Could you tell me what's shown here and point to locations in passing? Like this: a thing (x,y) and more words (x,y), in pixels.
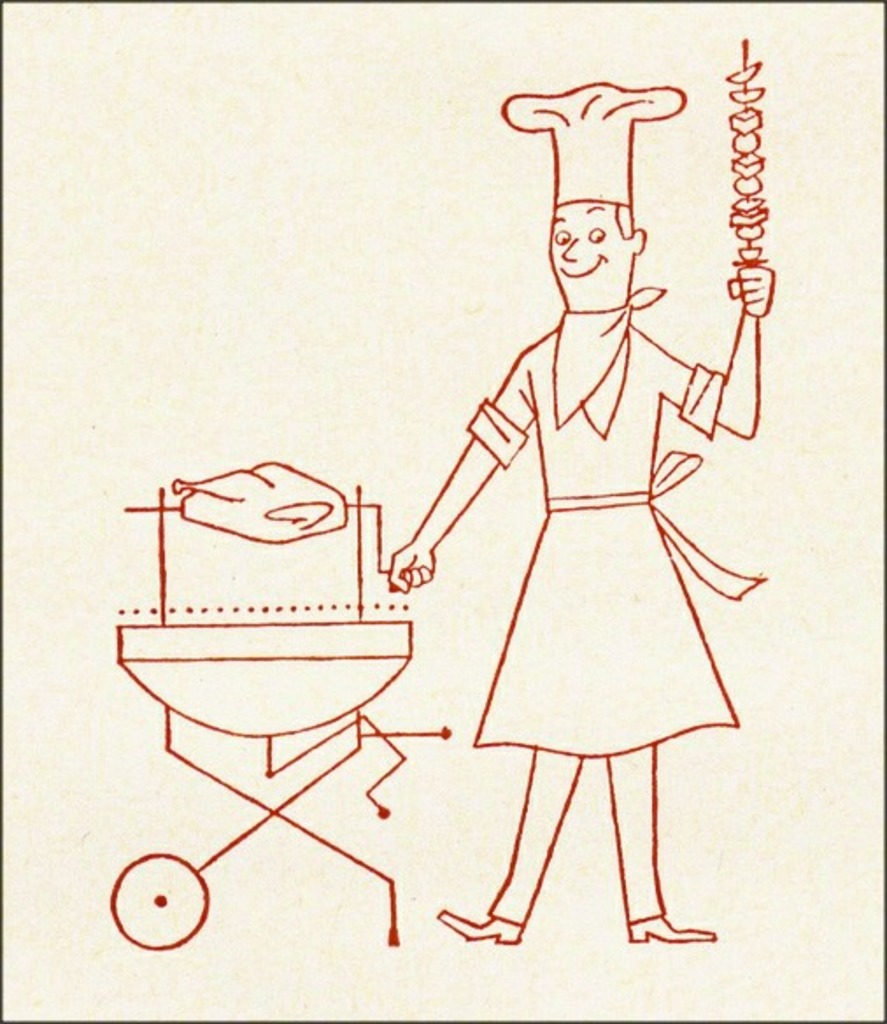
It is a poster. In this image, we can see drawing (573,614). Here a person (601,525) is holding some objects (754,229) and wearing cap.
